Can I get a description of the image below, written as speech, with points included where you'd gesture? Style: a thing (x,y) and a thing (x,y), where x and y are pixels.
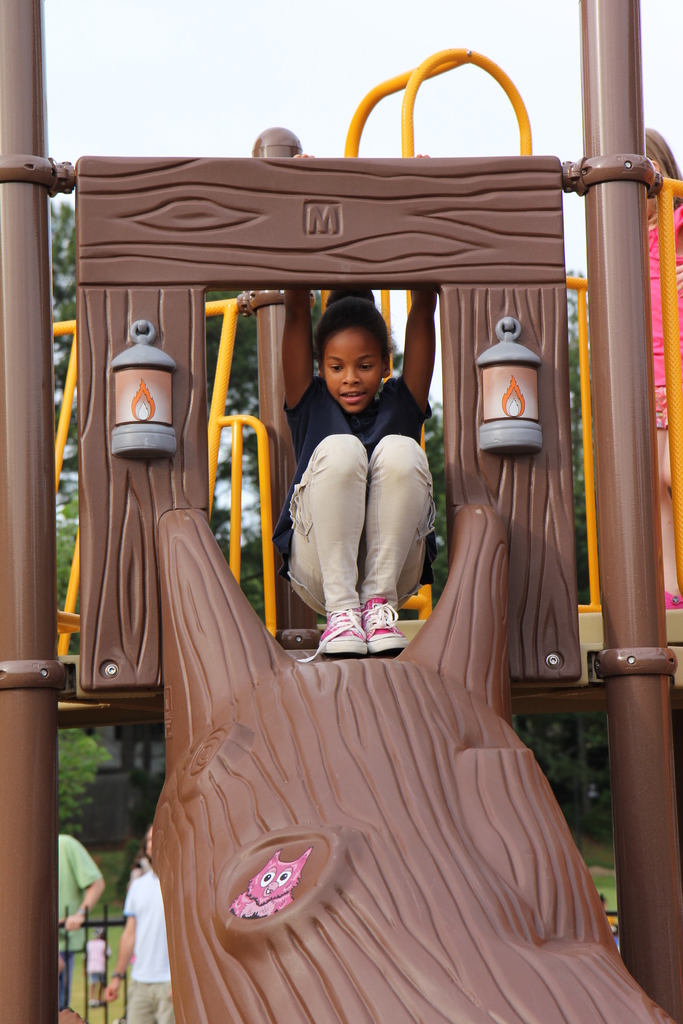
In this image we can see a girl (342,578) sitting on the slider (401,688), behind her there are so many trees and people (75,860) are standing in front of the fence (102,918), in the background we can see the sky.
